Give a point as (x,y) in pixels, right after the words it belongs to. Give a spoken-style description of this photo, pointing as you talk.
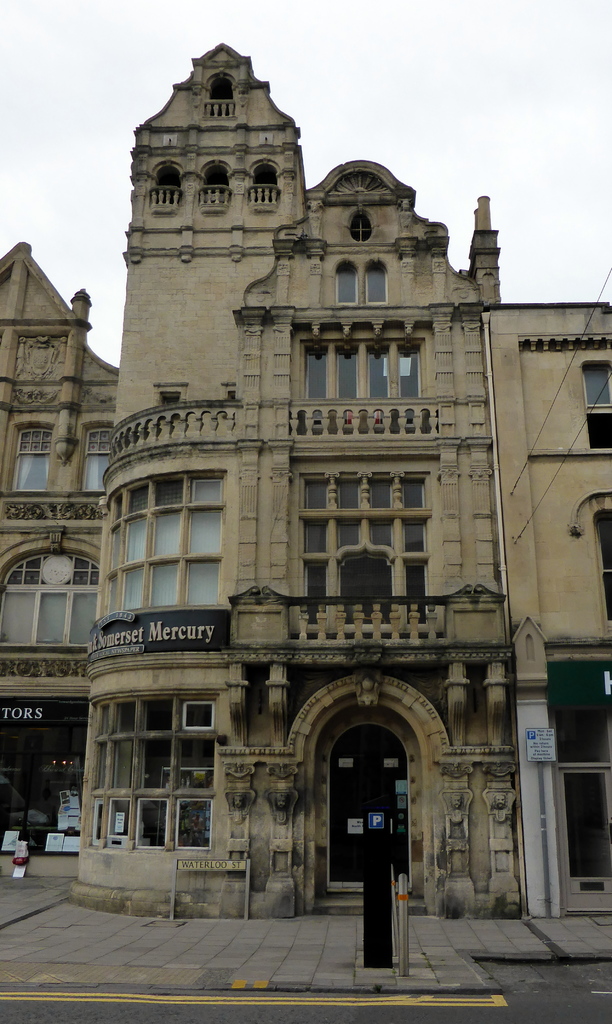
In this image I can see the road (407,1006). In the background (316,704), I can see the buildings (162,664) with some text (116,652) written on it. At the top (473,92) I can see the sky (441,92).
